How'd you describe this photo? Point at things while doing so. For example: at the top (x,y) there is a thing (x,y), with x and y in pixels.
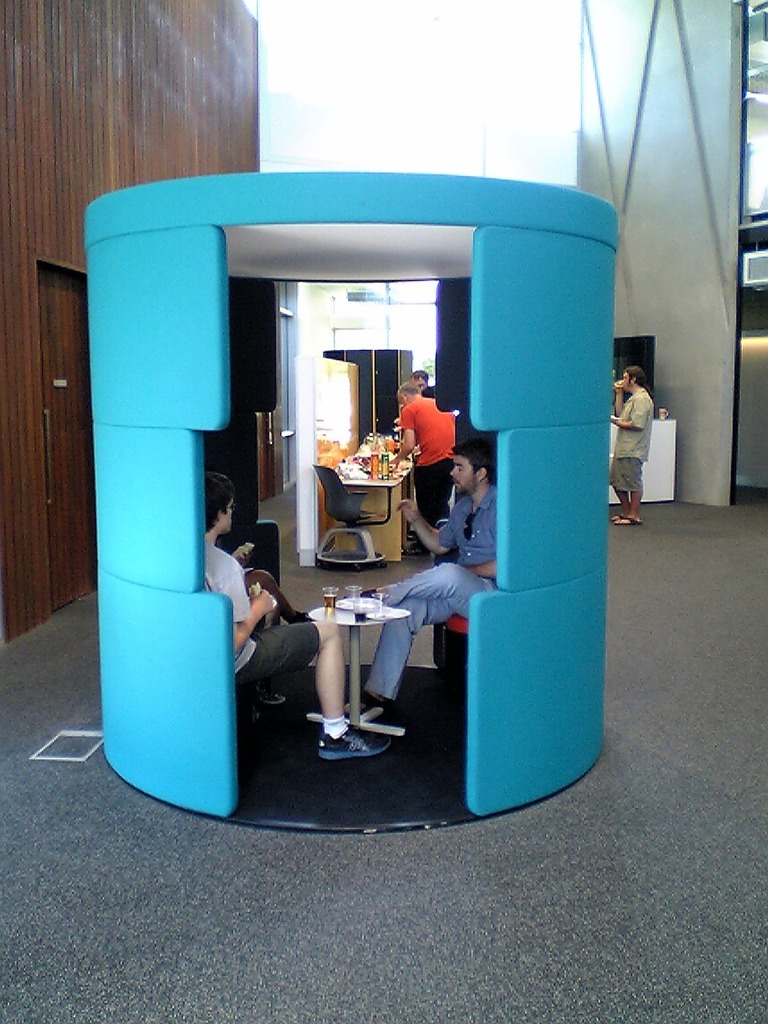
In the image we can see there are people (468,555) who are sitting on chair (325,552) and on table (377,611) there are bottles (371,470) and cups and other people (644,391) are standing at the back (628,422).
